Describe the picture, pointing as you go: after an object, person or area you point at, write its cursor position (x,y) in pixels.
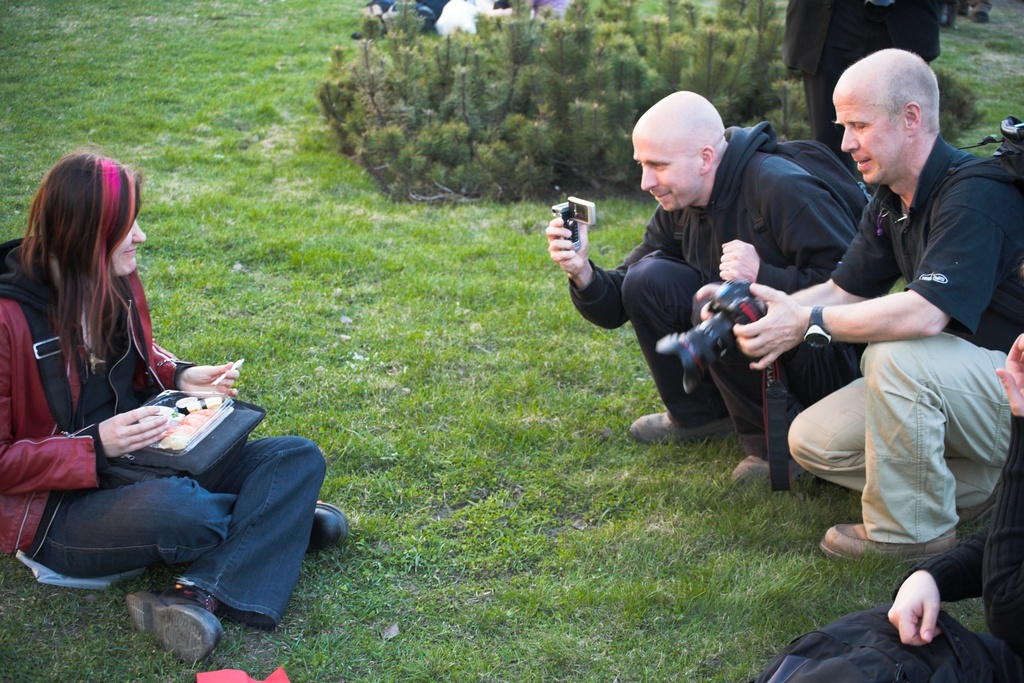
In this picture we can see a few people (59,497) holding objects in their hands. Some grass (199,665) is visible on the ground (172,658). We can see a bag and a red object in the grass (552,404). There are plants (623,138) and a person (792,5) is visible in the background (921,23).
